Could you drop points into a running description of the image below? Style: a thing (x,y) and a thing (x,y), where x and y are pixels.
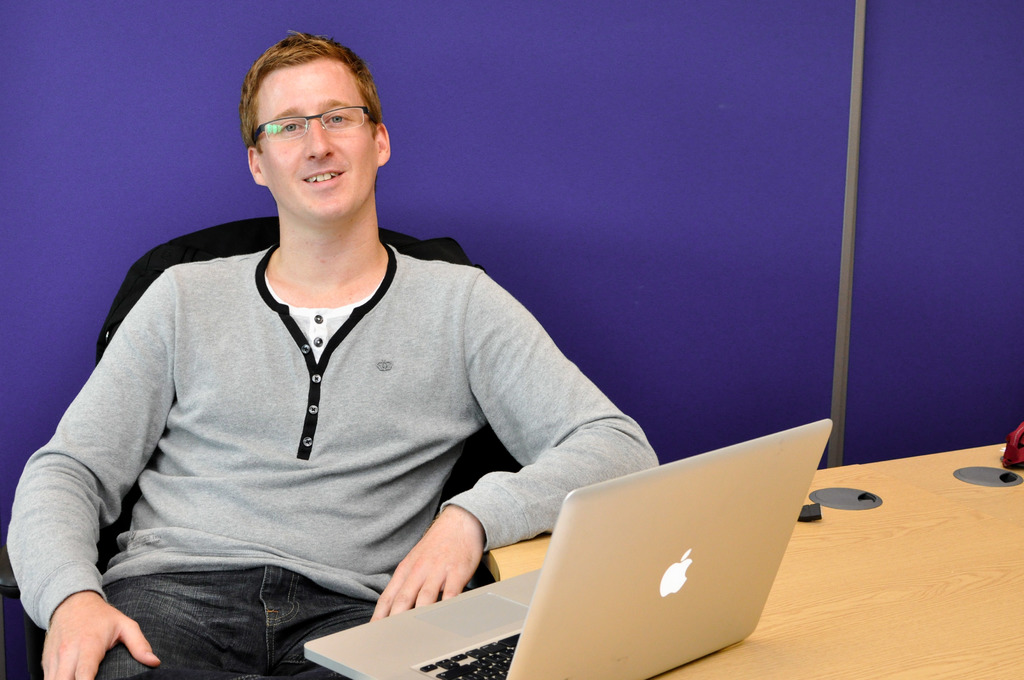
On the left (323,329) there is a man (280,420) sitting on a chair (156,262). On the right (822,579) there is a table (848,601) and a laptop (643,621) placed on the table (863,604). In the background (695,141) there is a wall (661,151).
